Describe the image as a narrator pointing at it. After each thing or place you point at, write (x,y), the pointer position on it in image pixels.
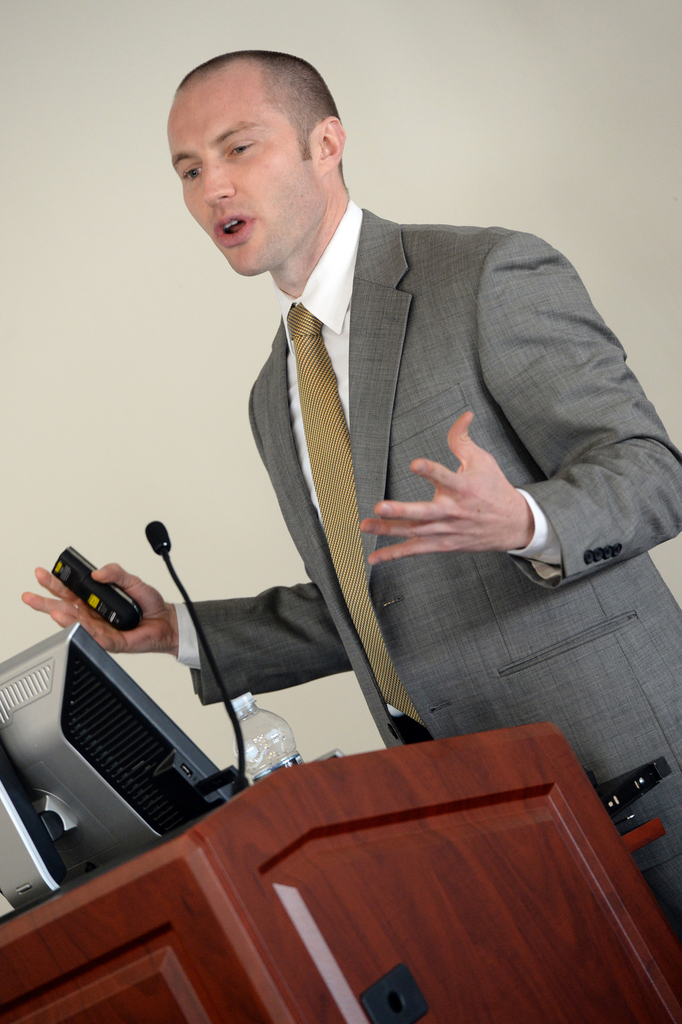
In this image, there is a person (454,383) wearing clothes (491,417) and standing in front of the podium (326,852). This podium (328,855) contains bottle (262,745), mic (160,536) and monitor (129,683). This person (215,689) is holding remote (96,599) with his hand (43,605).
